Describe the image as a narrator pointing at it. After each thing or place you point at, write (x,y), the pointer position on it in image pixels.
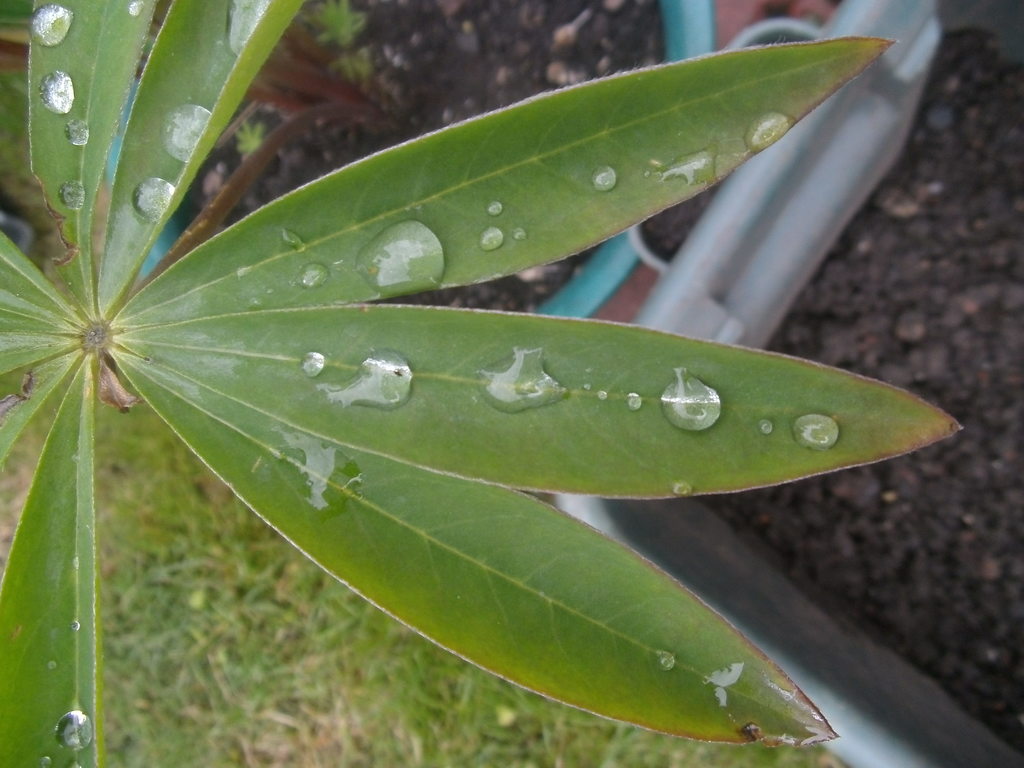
In the center of the image (350,283) we can see leaves (86,367). In the background (580,8) there is a grass (422,677) and ground (877,552).
